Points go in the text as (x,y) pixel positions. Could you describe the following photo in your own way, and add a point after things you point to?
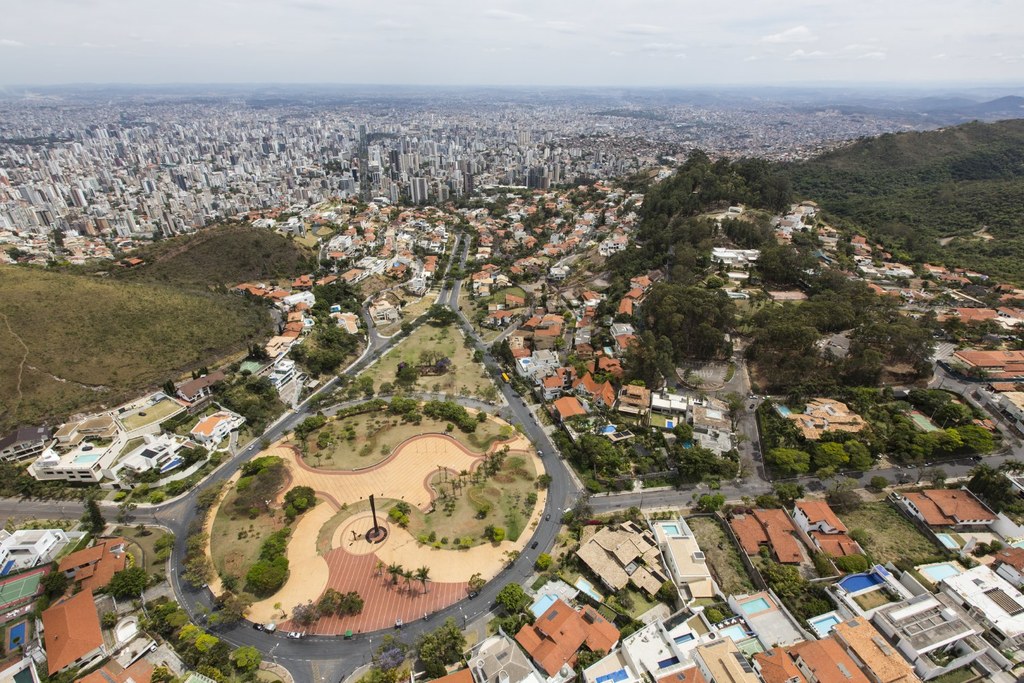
In this image I see number of buildings (429,188) and I see the road (41,504) on which there are few vehicles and I see the trees (513,600) and I see the sky (408,67) in the background (799,53).
